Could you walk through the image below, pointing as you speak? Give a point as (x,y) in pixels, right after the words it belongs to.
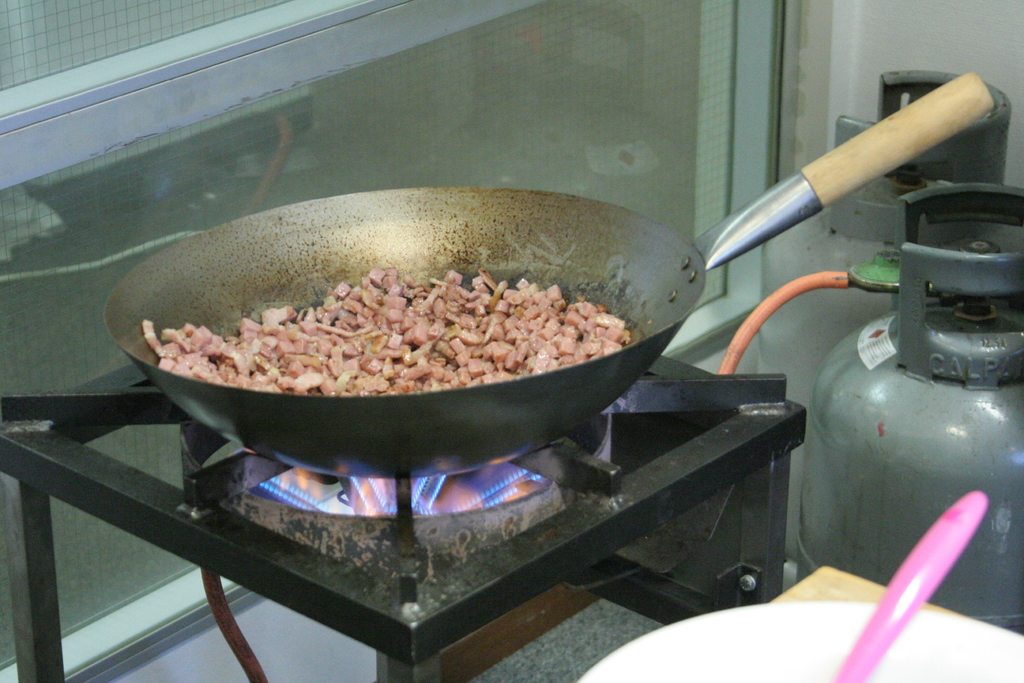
In this image I can see a stove (414,520) cooking something in a cooking pan (409,448) and two gas cylinders (938,208) on the right side of the image (945,229).
